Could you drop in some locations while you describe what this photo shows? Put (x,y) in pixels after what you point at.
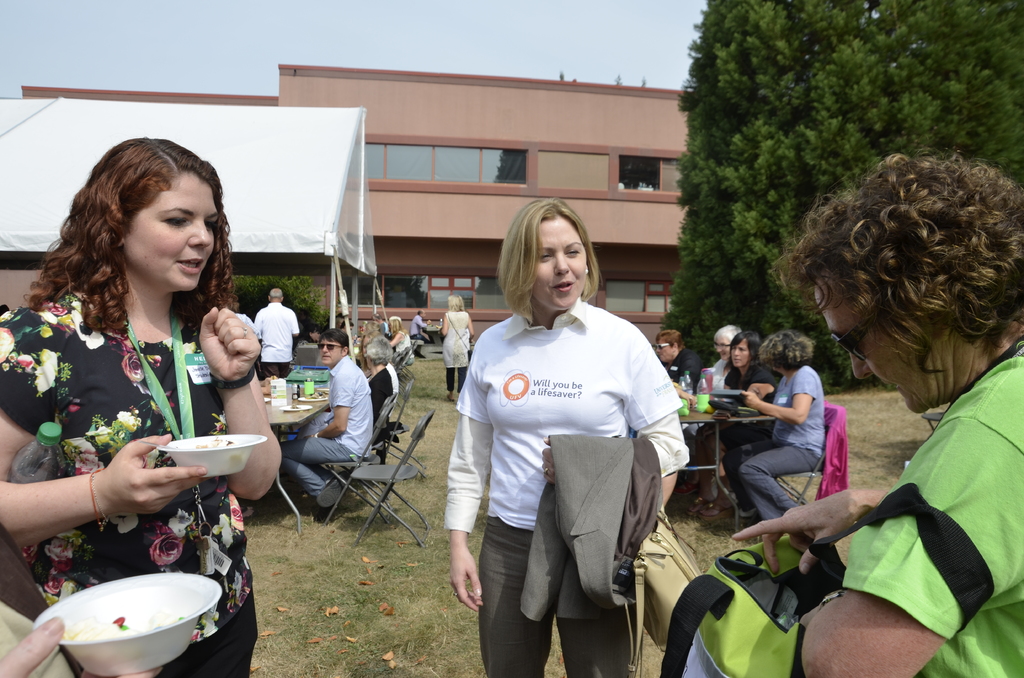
In the image we can see there are people (522,544) standing, sitting and some of them are walking, they are wearing clothes (243,656). Here we can see a woman (106,477) on the left side of the image (129,458) is holding bowl (204,455) in hand (176,489). On the right side (866,582), we can see a person (851,598) carrying bag (860,522). There are many chairs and tables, and on the table (299,407) there are many things (284,409). Here we can see pole tent (267,225), tree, grass (343,584), building (567,160) and the sky (228,19).
